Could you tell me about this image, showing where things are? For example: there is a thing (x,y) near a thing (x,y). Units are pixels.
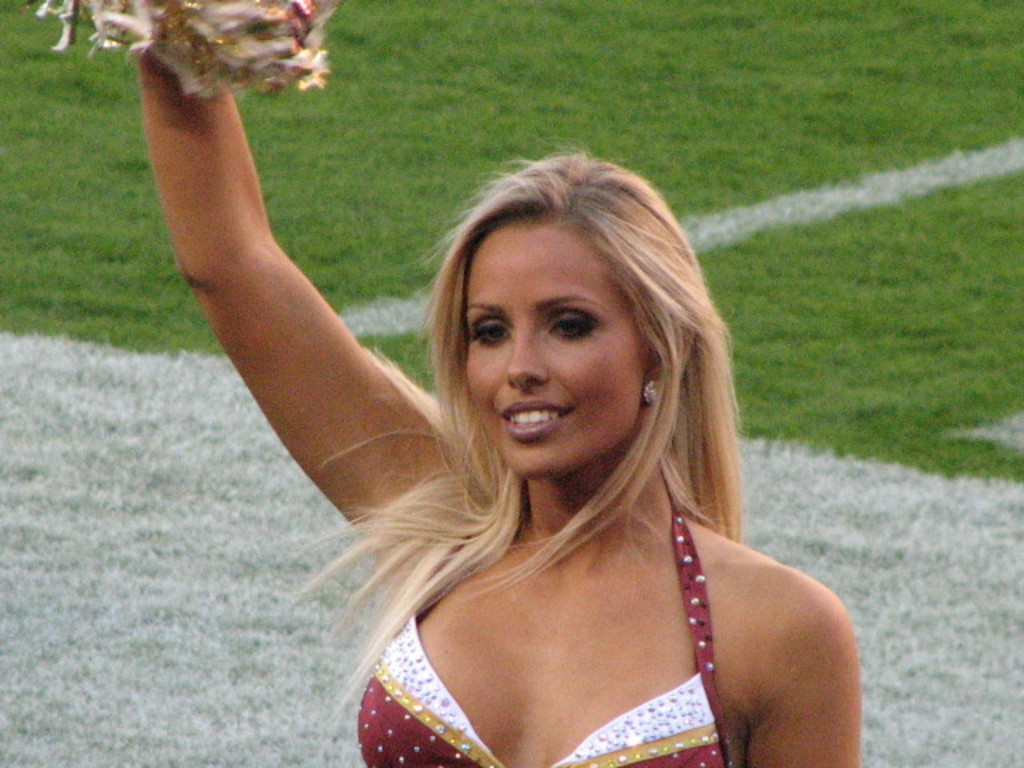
In this image I can see a woman (570,438) holding an object (306,79) in her hand (171,61). I can see the green and white colored background (858,528).
